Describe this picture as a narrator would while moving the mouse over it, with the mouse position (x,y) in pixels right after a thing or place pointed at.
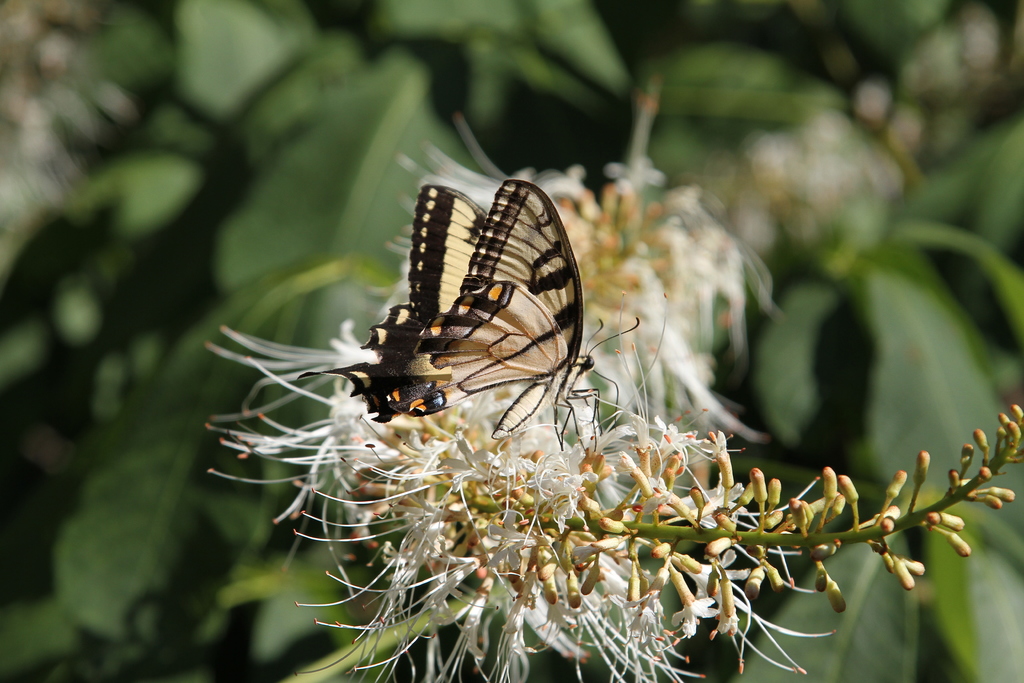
In the center of the image (555,367) we can see a butterfly (498,309) on the flower (556,425). In the background (198,453) there are leaves (863,279).
